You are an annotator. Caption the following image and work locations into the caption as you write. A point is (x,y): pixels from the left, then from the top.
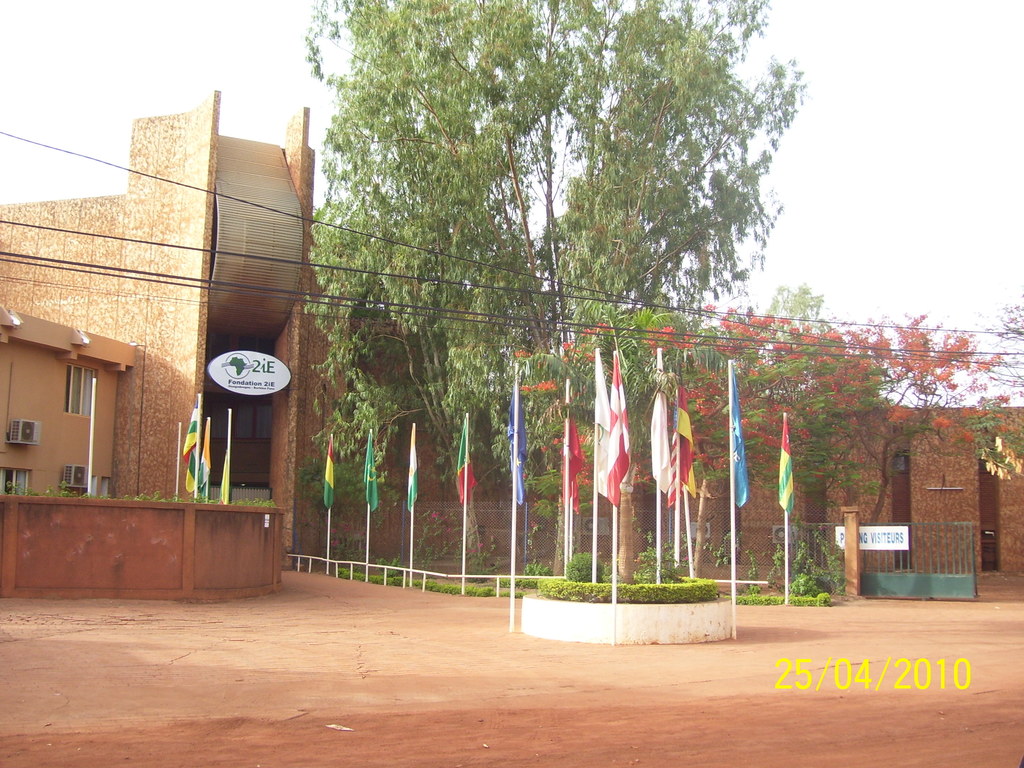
This is an outside view. At the bottom (450,723), I can see the ground (511,680). In the middle of the image (521,456) there are few flags (741,461). In the background (358,335) there are some trees (358,335) and a building (118,338). On the right side (899,569) there is a gate (945,558) and a pillar (848,544). To the gate (931,572) a board (886,543) is attached. At the top of the image (852,83) I can see the sky (859,74). In the middle of the image (665,335) I can see few wires (386,310).
